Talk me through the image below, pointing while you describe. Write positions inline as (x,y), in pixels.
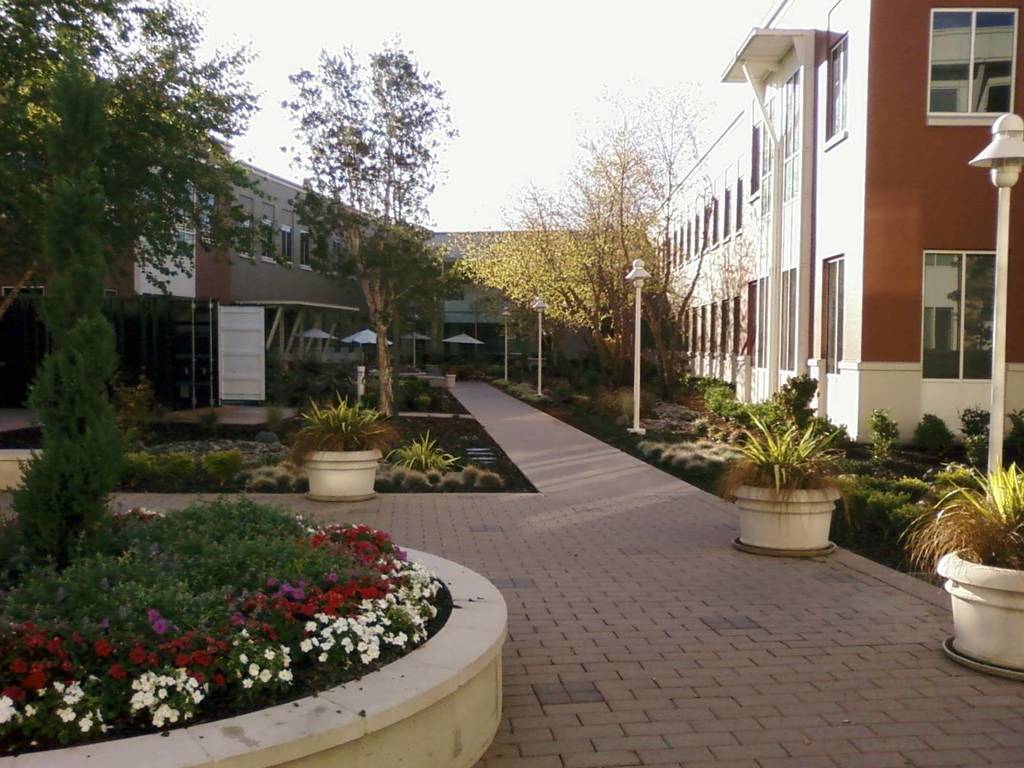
In this image I can see a building (877,206) which is brown and white in color and I can see few plants (147,572), few flowers (177,642) which are red, pink and white in color and I can see a door (244,326), few tents (318,333) which are white in color, few flower pots (323,454), few white colored poles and In the background (445,210) I can see the sky (491,82).
